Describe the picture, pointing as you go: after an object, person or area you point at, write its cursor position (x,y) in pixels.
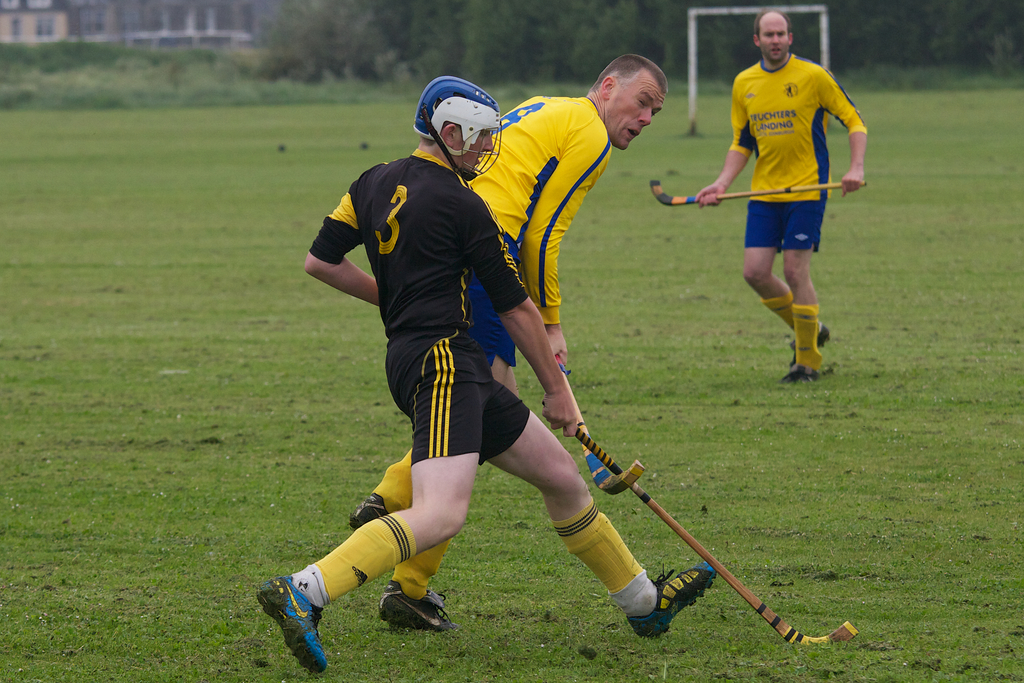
In this image there are three people (556,101) wearing sports dress (420,582) and are holding a hockey stick (825,637), in the background (693,123) there are trees (424,30), net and a building (19,30).
